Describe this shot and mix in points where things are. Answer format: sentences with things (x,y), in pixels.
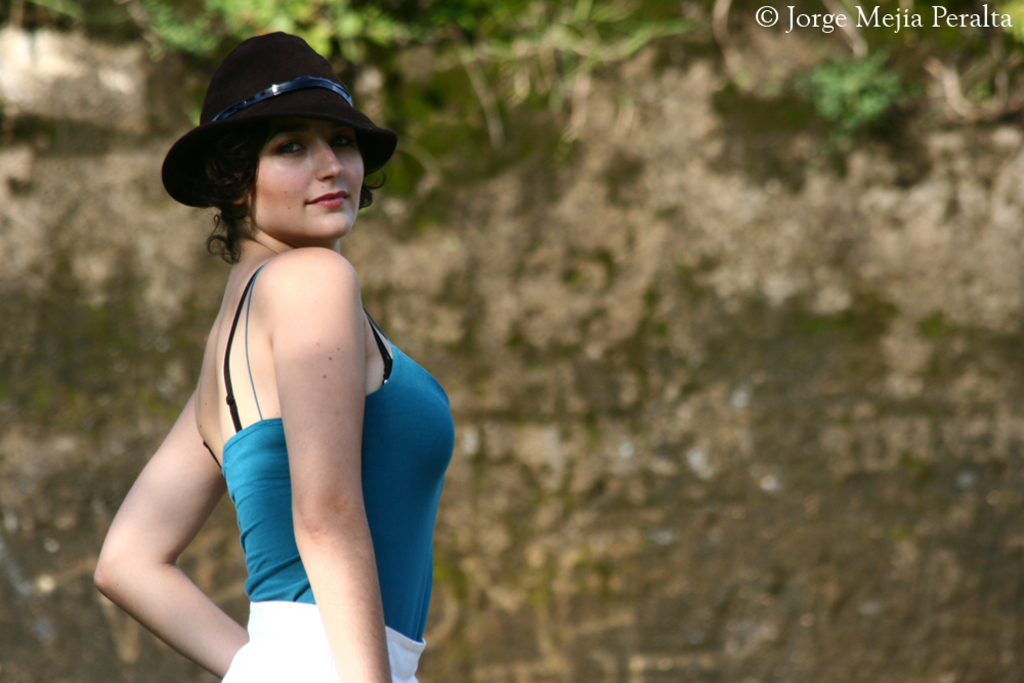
On the left (262,304) we can see a woman (430,509) and there is a hat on her head (316,223). In the background (537,44) the image is blur but we can see plants (578,50) at the top (543,32).
